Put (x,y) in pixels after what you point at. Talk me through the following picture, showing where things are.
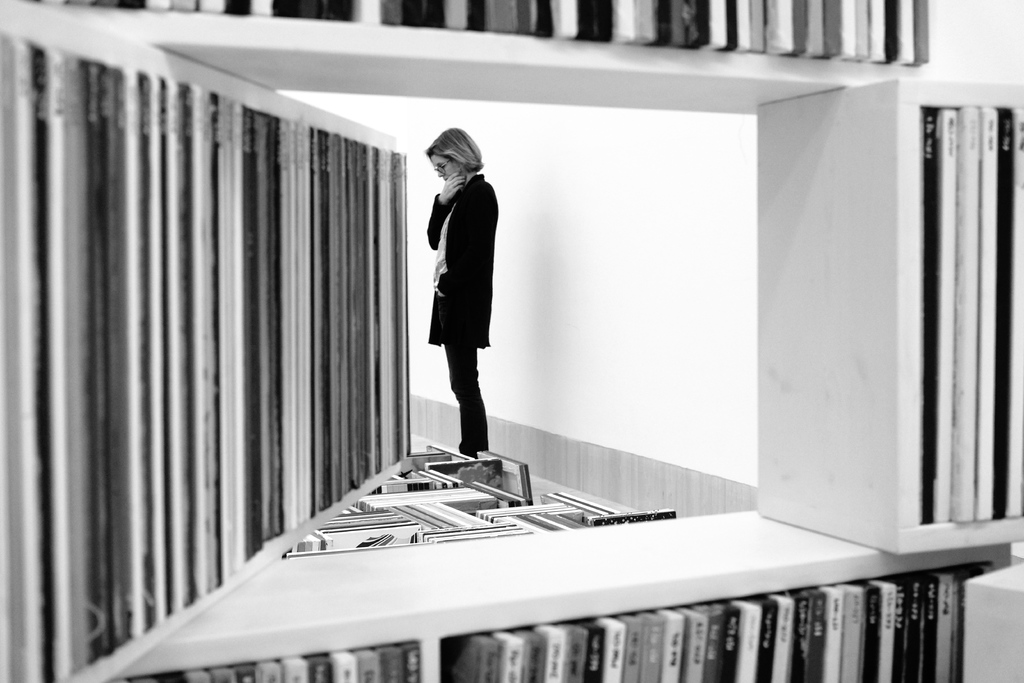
In this image in the front (299,375) there is the shelf (672,522) and in the shelf (604,574) there are objects (972,274) which are white and black in colour. In the background (469,236) there is a woman (489,269) standing and there is a wall (659,283) which is white in colour.
